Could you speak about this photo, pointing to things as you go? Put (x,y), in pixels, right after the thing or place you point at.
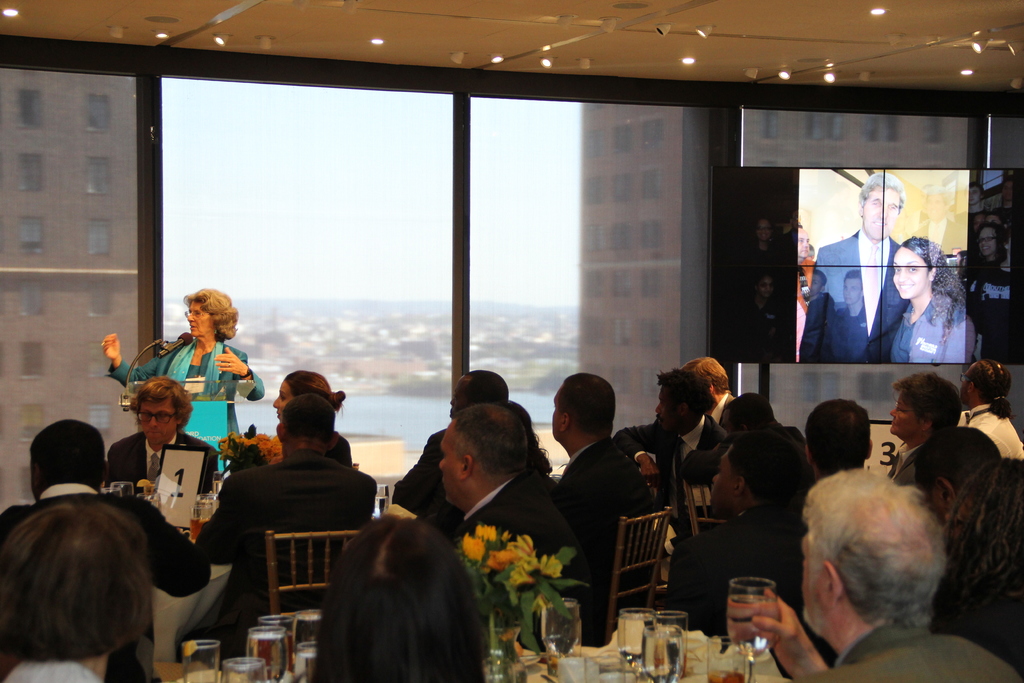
As we can see in the image, there are few people (577,396) sitting on chairs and there is a table (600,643) here. On table (588,650) there is a flower (531,563), glasses (669,629) and the woman (231,351) who was standing over here is talking on mike (182,343).
